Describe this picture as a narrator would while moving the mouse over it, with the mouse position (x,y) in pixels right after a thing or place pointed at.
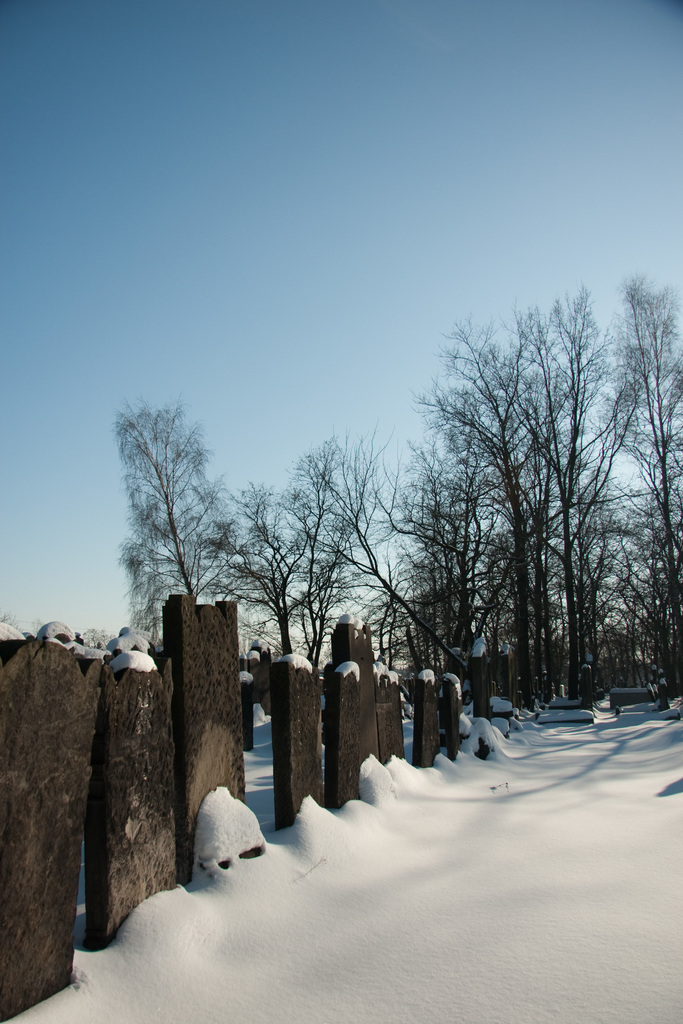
In this image I can see few gravestones (275,777) and the snow (513,884). In the background (558,674) I can see many trees (426,666) and the sky (268,233).
